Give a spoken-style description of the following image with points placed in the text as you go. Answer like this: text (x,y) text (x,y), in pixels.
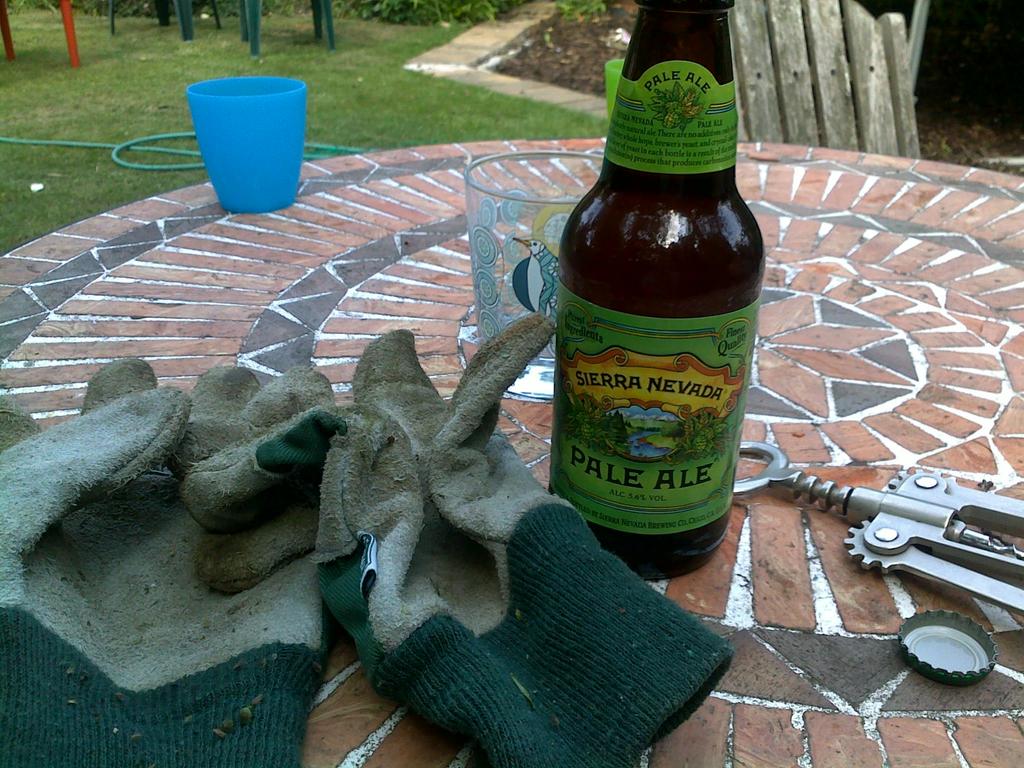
In this picture we can see grass (310,45), water pipe (128,165), bottle (608,165), glass (492,218) and a blue object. We can see a cap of a bottle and object (902,528) beside to it, gloves (211,626). Far we can see a wooden object (908,104).
